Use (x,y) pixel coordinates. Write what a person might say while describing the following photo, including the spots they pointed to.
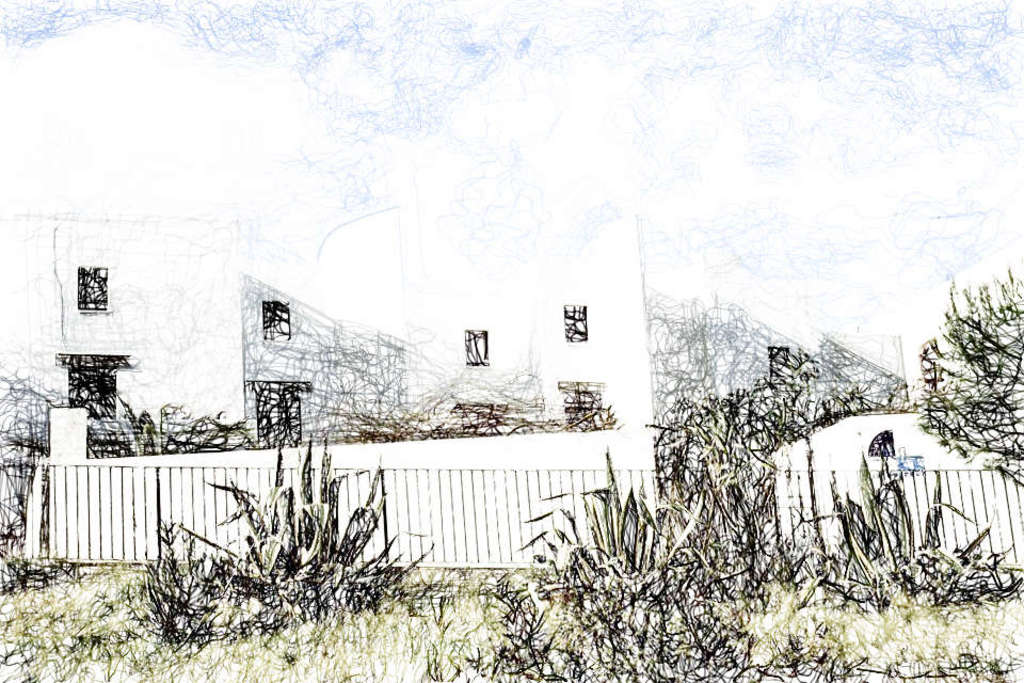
This is a sketch and here we can see a building (447,378) and there are trees (781,387), and plants (779,569) and a fence (489,507).
